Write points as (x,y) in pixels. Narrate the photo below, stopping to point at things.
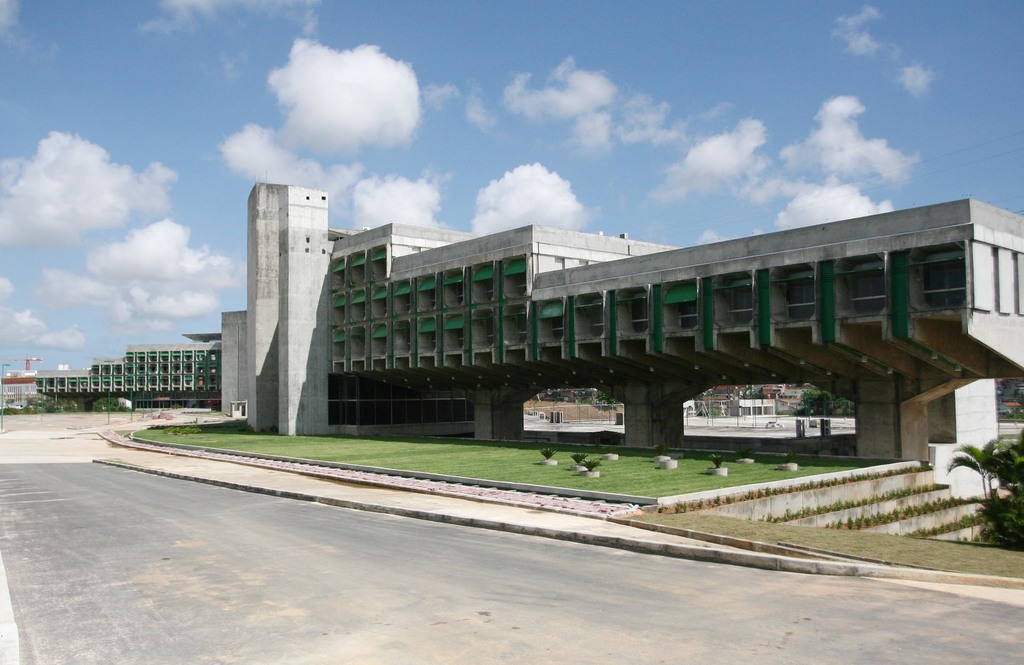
In this picture we can see buildings (246,414), trees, grass (546,469), road (42,549) and in the background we can see the sky (556,61) with clouds (724,148).
